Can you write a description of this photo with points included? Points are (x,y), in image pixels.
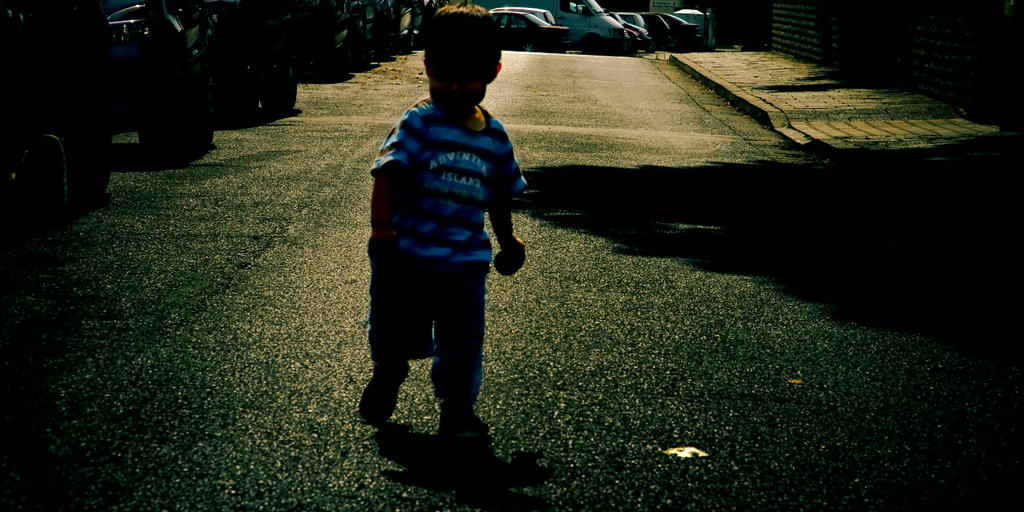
This image consists of a kid (474,273) wearing a blue T-shirt (470,258) is walking on the road (557,471). At the bottom (999,435), there is a road (704,280). On the left (136,72), there are many cars (316,24) parked on the road (528,299). On the right (782,79), there is a pavement (768,74).
